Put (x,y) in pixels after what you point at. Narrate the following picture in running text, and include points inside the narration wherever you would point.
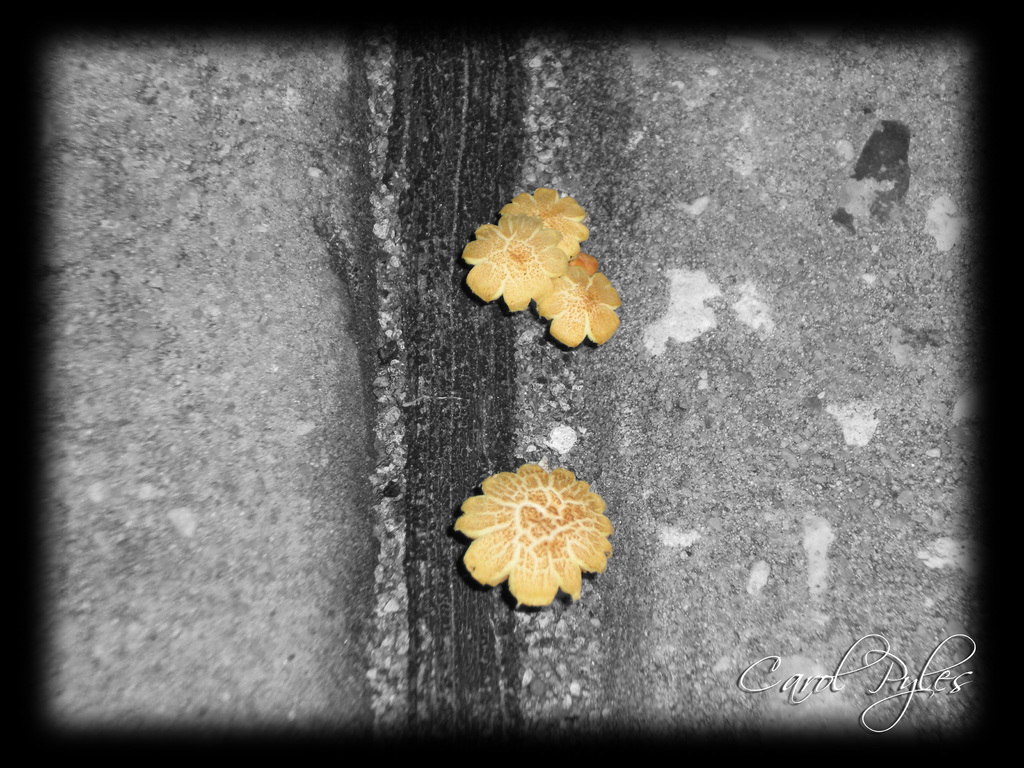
In this image I can see few yellow colored objects (512,261) which are looking like flowers (515,501) on the ash, white and black colored surface (535,446).
